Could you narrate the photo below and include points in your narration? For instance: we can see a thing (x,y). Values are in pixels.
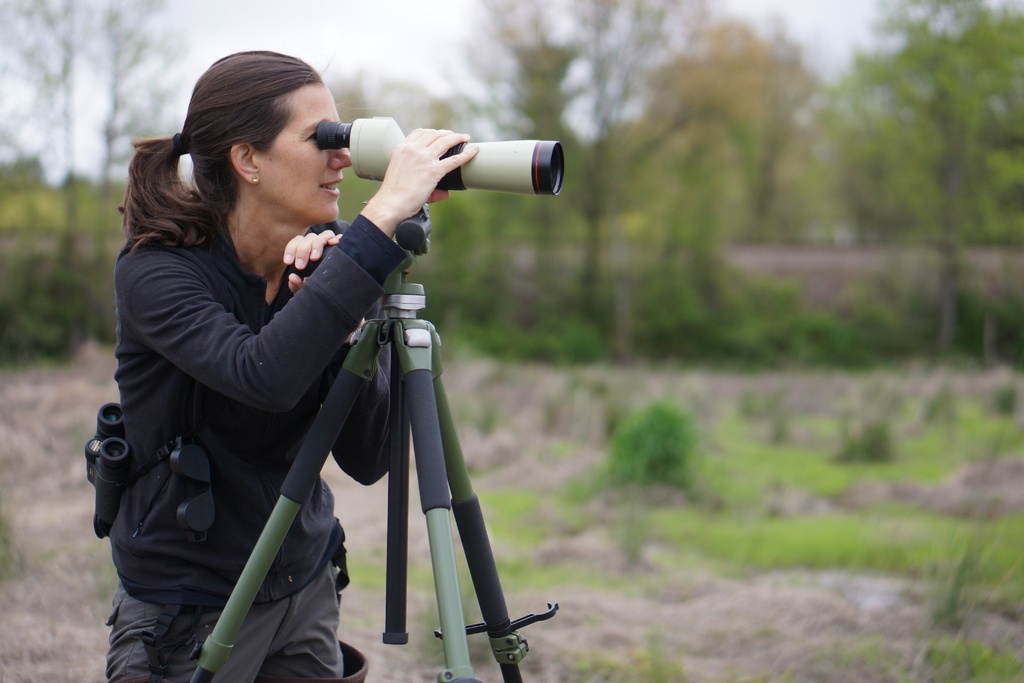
In this image I can see a woman (259,476) is wearing black and ash color dress (266,408) and holding a scope (490,186). I can see a stand (436,539) and trees (693,192). Background (827,122) is blurred.
